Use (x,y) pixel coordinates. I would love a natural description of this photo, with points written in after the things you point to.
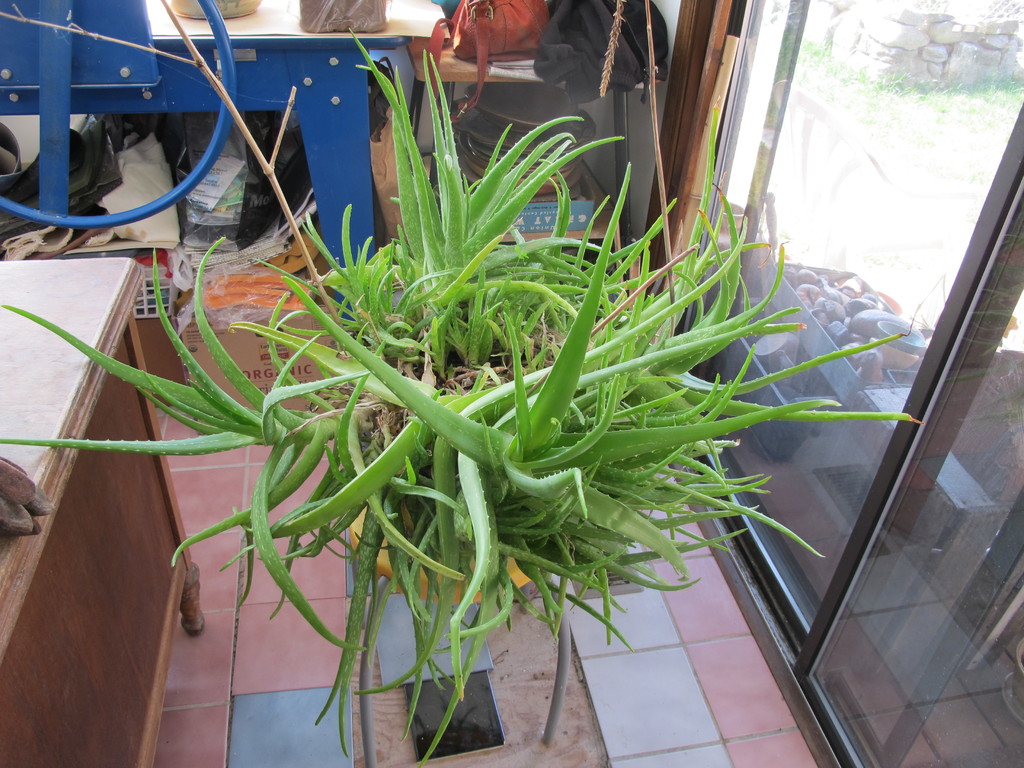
In the foreground (512,454), I can see houseplants (512,454), table (111,423), glass window (911,550), carton box (271,381) and metal objects (355,219). In the background (565,51), I can see bags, grass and stones (1009,54). This image taken, maybe during a day.
